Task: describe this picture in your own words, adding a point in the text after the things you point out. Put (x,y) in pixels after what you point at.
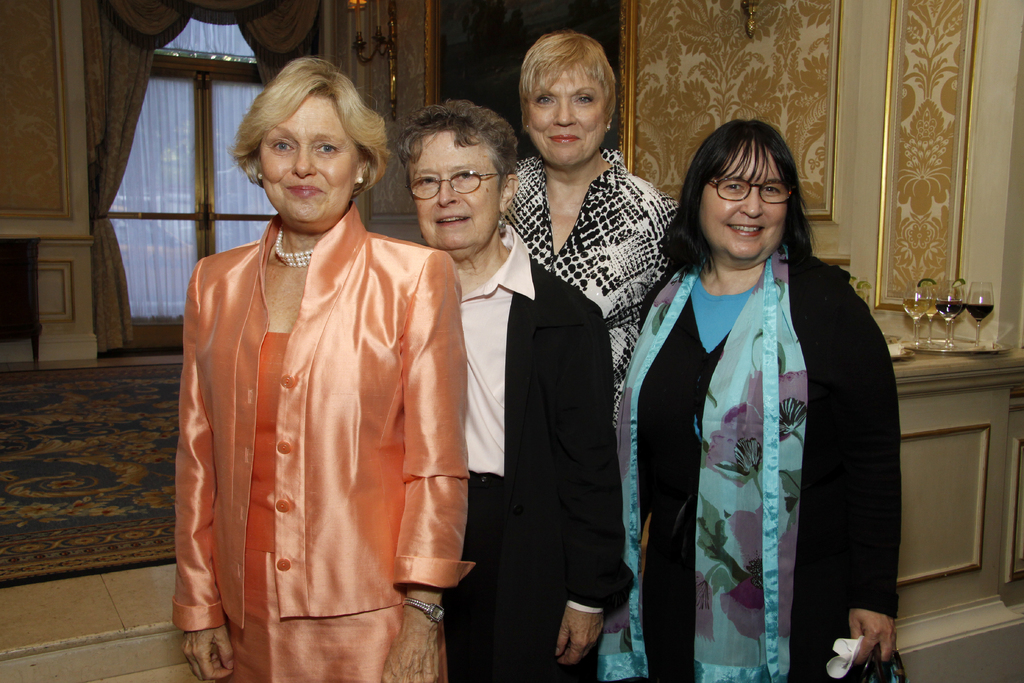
In this picture we can see four women (466,545) are standing and smiling. In the background (974,313) we can see glasses (978,329), carpet (110,397) on the floor (27,593), walls (965,330), window (184,42) with curtains (165,101) and some objects (630,60).
